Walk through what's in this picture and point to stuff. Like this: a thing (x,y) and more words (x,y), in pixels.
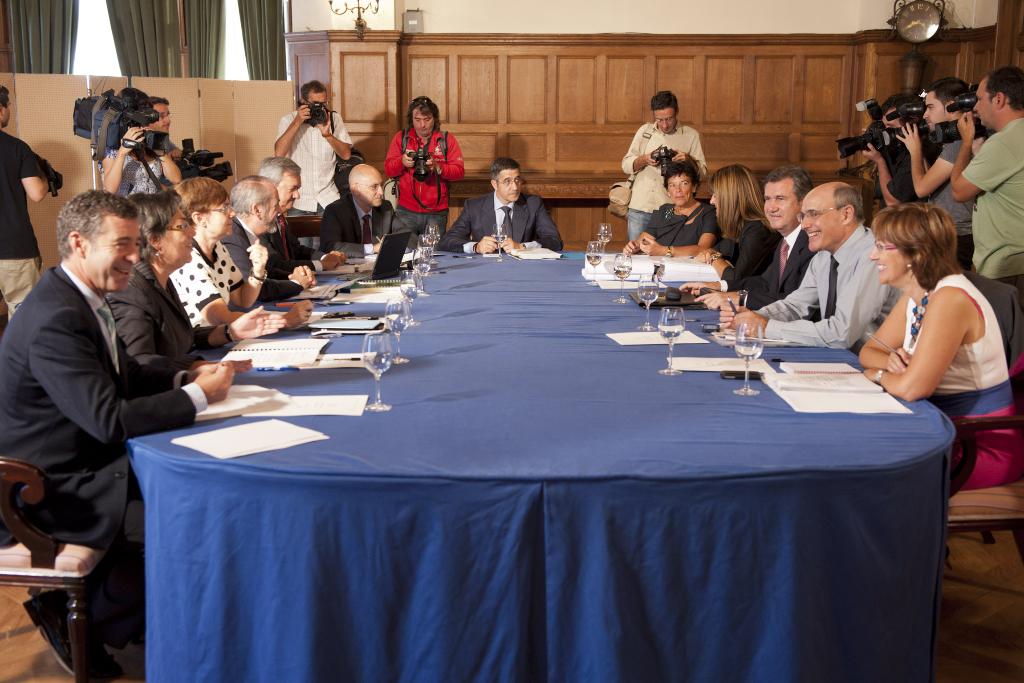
This is a conference room (64,187). here we can see few persons (744,234) sitting on chairs (979,517) in front of a table (286,348) and on the table (446,388) we can see books (305,352), papers (314,412), pens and glass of water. This is a blue color cloth (553,535) on the table (620,526). This is a floor (953,635). We can see few persons (991,160) standing around these persons (306,285) and recording. This is a clock (903,22). This are curtains (37,27). These are cupboards (662,73). This is a wall (766,30).
